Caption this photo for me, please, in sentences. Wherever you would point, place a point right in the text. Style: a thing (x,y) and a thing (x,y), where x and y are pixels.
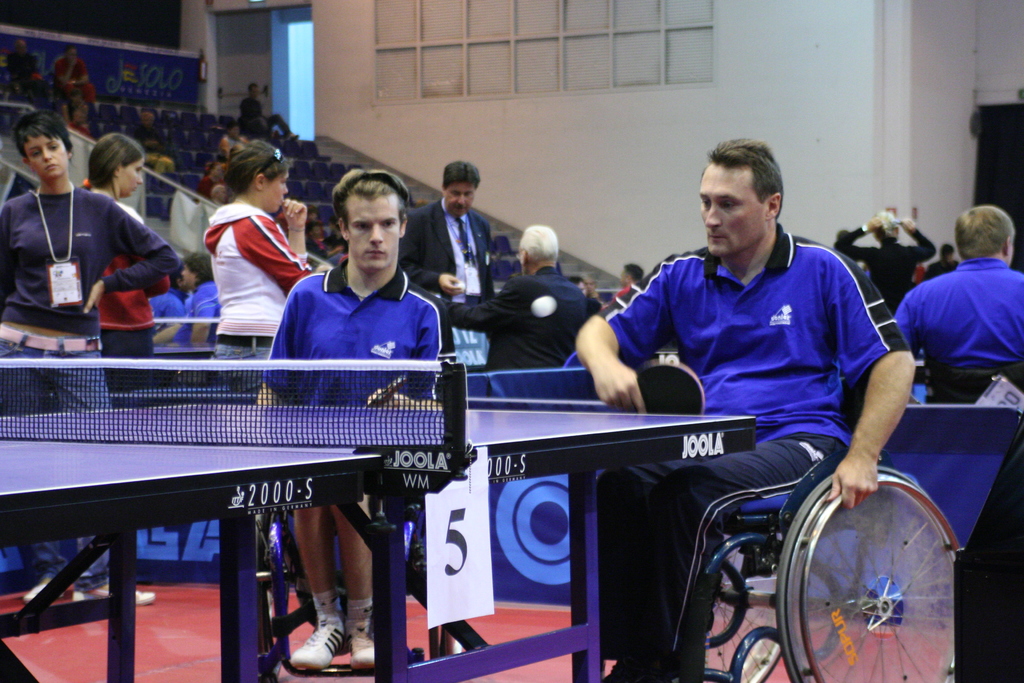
There are two persons (617,515) sitting on the wheelchairs (865,682) at the table tennis board (506,459). Behind them there are few people (520,245) and some of them sitting on the chairs (297,164). On the background (764,39) there is a wall (840,104) and this is floor (174,625).
